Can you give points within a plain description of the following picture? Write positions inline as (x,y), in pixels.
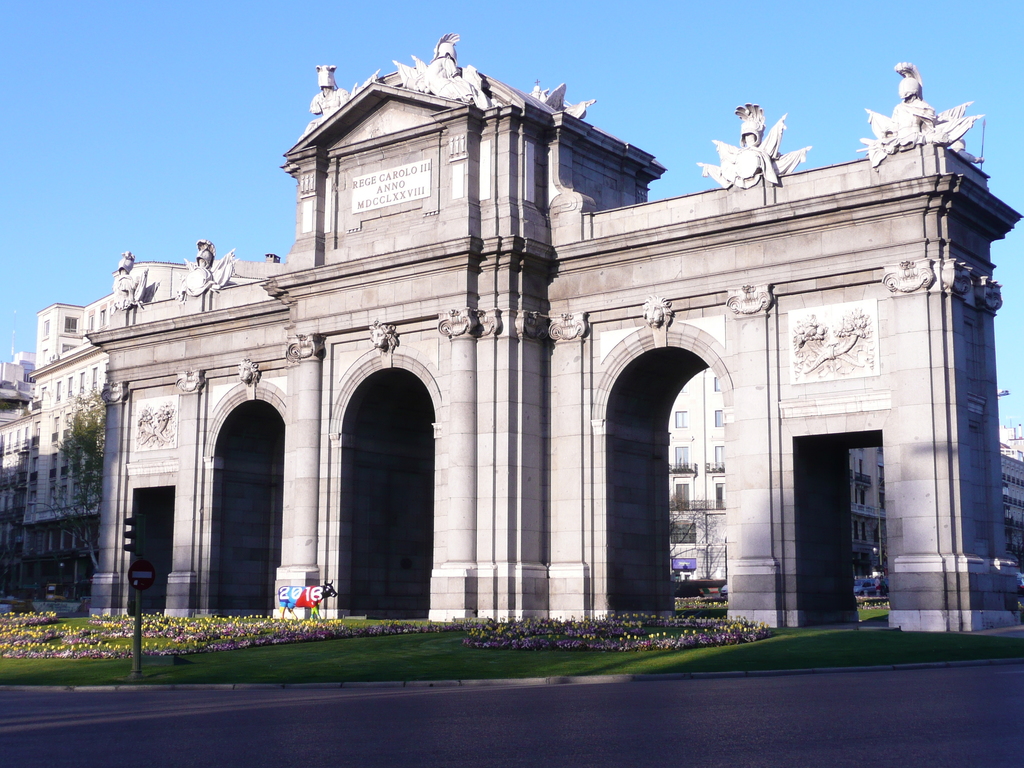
In this image in the center (473,362) there are some buildings (600,288) and some sculptures (210,242). At the bottom (285,691) there is road (796,687), grass (519,657) and some flowers (184,636), pole (135,659), board (144,561). At the top (377,58) there is sky (177,134).
